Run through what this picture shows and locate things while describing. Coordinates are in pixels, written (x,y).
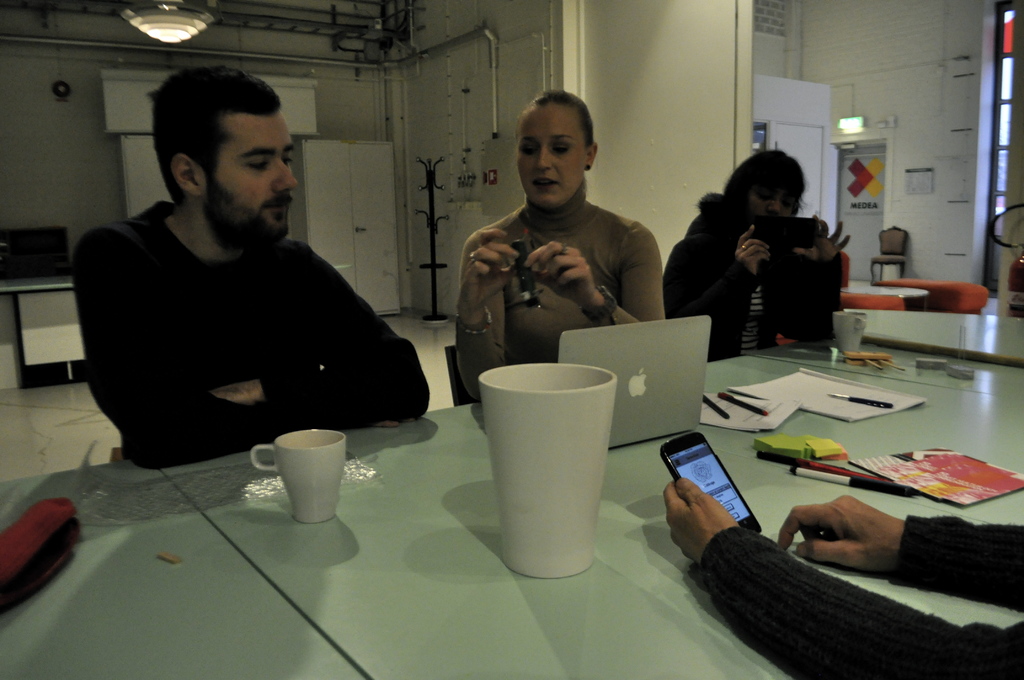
In this picture there are three people (642,251) sitting on the chairs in front of the table (937,416) on which there are some things (568,342) placed on it and behind there is a lamp (152,18) and some shelves (112,130) to the wall (22,176).
